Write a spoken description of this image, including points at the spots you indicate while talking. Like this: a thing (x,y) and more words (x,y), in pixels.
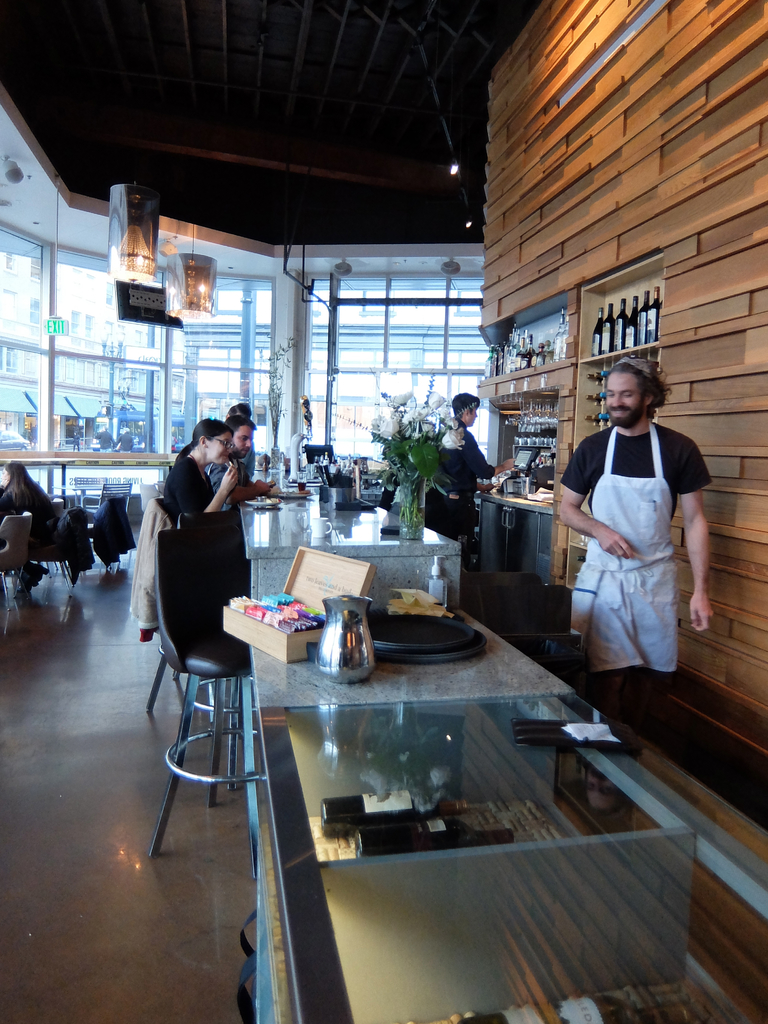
In this image I see people (212,430) in which most of them are standing and few of them are sitting, I can also see this man (670,470) is smiling and I see tables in front of them on which there are many things (319,631). In the background (313,331) I see chairs (170,535), window glasses (129,395), lights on the ceiling (419,120) and many bottles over here.
